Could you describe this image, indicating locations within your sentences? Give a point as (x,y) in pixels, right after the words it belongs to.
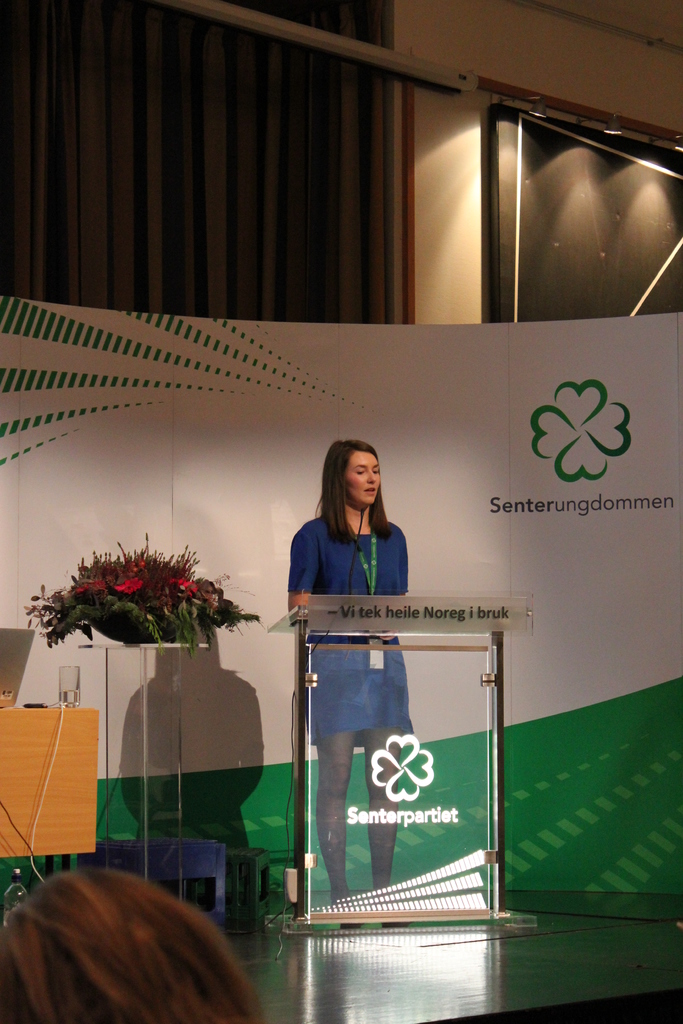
In this image in the center (317,565) there is one woman (353,696) standing, and she is talking in front of a podium (387,674), board (334,625) and mike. And on the left side of the image (113,614) there are flower bouquets (145,585), table (35,787), glass (64,697), laptop (10,645) and there is one person's head (124,912) is visible at the bottom (142,932) and there is a stage (562,943). In the background (557,410) there is a board (292,336), wall (423,257) and objects (493,147).
